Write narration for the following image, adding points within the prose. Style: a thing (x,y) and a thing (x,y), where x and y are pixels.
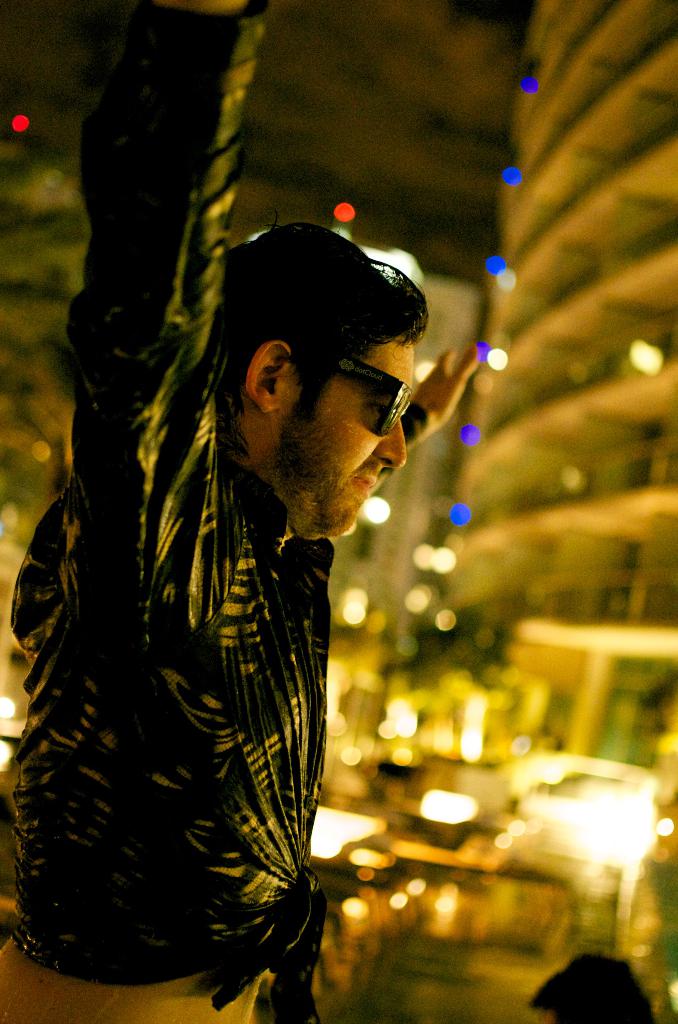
There is a person (165,638) wearing black goggles (376,386). In the background (482,416) it is blurred. And there are lights (463,518) and buildings (571,385) in the background (495,389).
